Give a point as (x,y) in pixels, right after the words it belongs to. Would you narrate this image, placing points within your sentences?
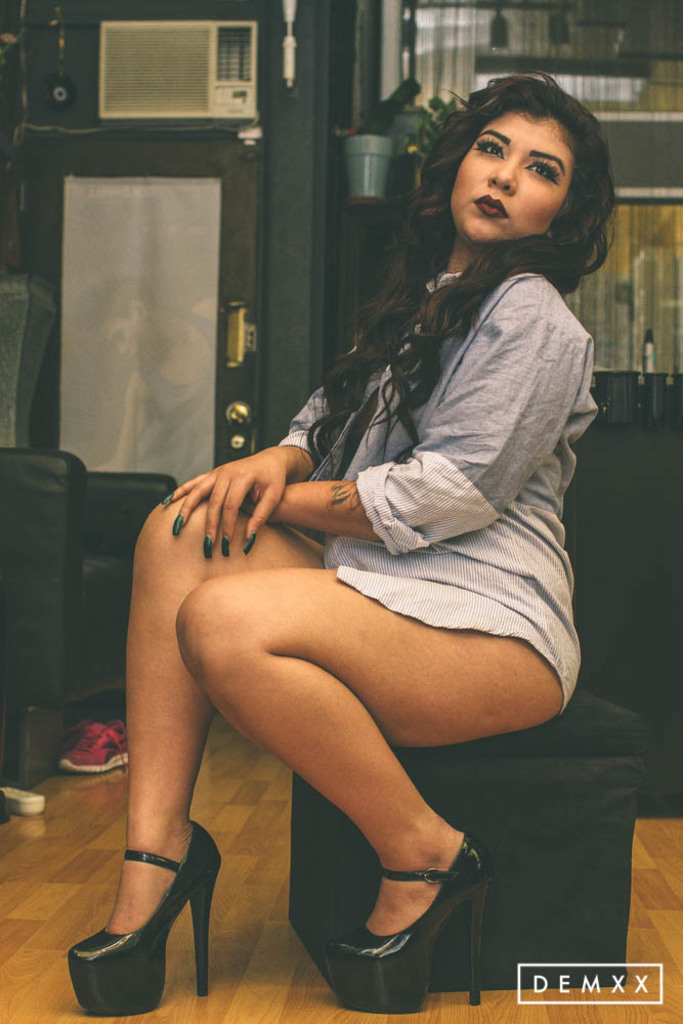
In the picture I can see a woman (412,556) sitting on a black color object (552,823). In the background (106,349) I can see a door (177,354), curtains (598,278), a shoe (112,724) and some other objects (617,525). On the bottom right corner of the image (552,966) I can see a watermark (552,966).
